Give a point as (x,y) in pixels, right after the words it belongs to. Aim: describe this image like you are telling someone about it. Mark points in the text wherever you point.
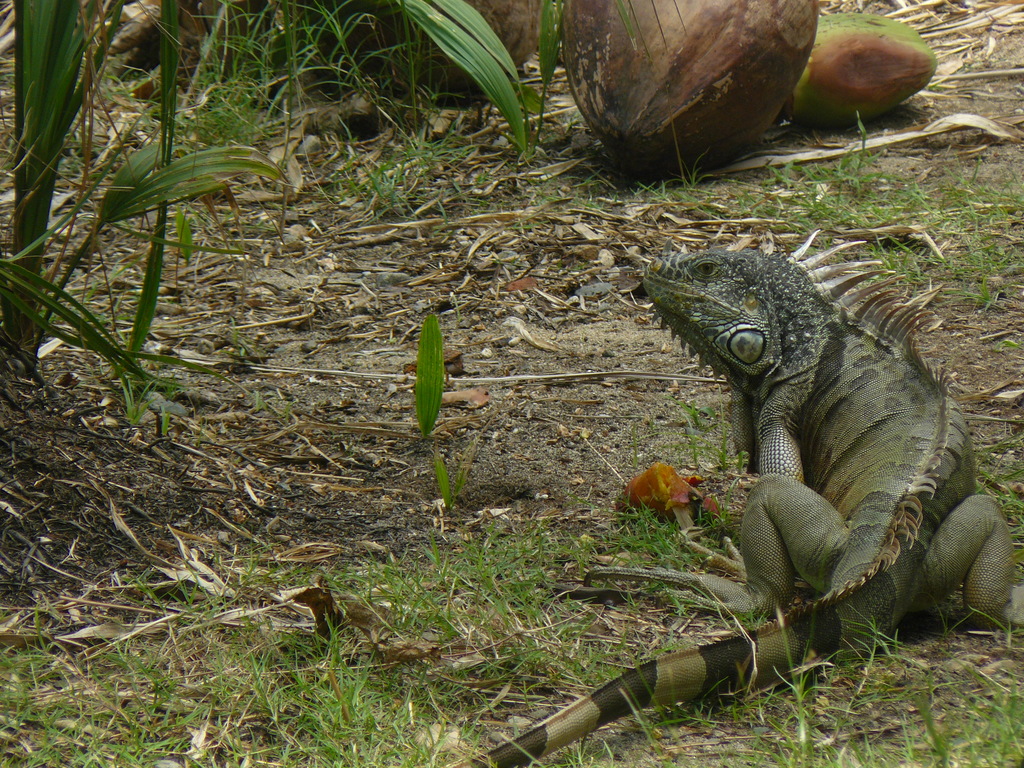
In this picture we can see an iguana (845,529) on the grass (787,684). In front of the iguana (756,331) there are coconuts (766,36). On the left side of the image (27,228) there is a plant (138,176).
